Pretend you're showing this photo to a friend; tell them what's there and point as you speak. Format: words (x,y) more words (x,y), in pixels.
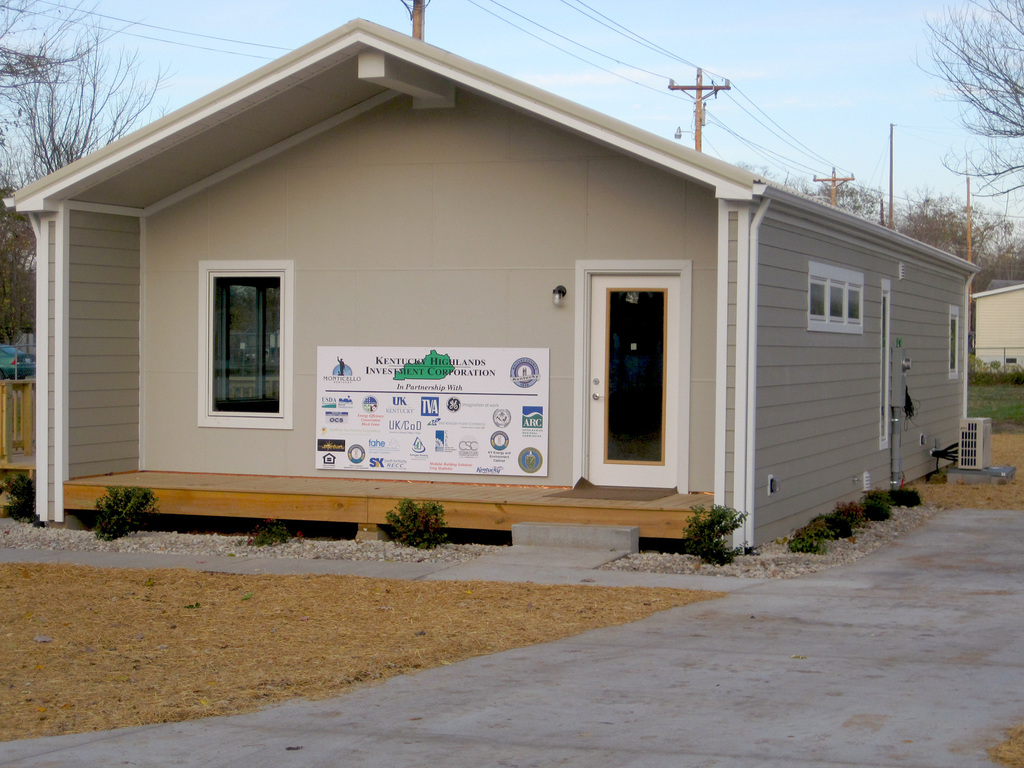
In this there is a house (583,301), there is a window (274,313), there is a door (639,409), there is a board (496,395) on which text (408,362) is written, there is a light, there are plants (437,524), there is tree (38,126) towards the left of the image (44,111), there are poles (694,86), there is streetlight (681,132), there are wires (801,154), there is a tree (988,131) towards the right of the image (989,100), there is grass (1013,396), there is a sky (832,47).
